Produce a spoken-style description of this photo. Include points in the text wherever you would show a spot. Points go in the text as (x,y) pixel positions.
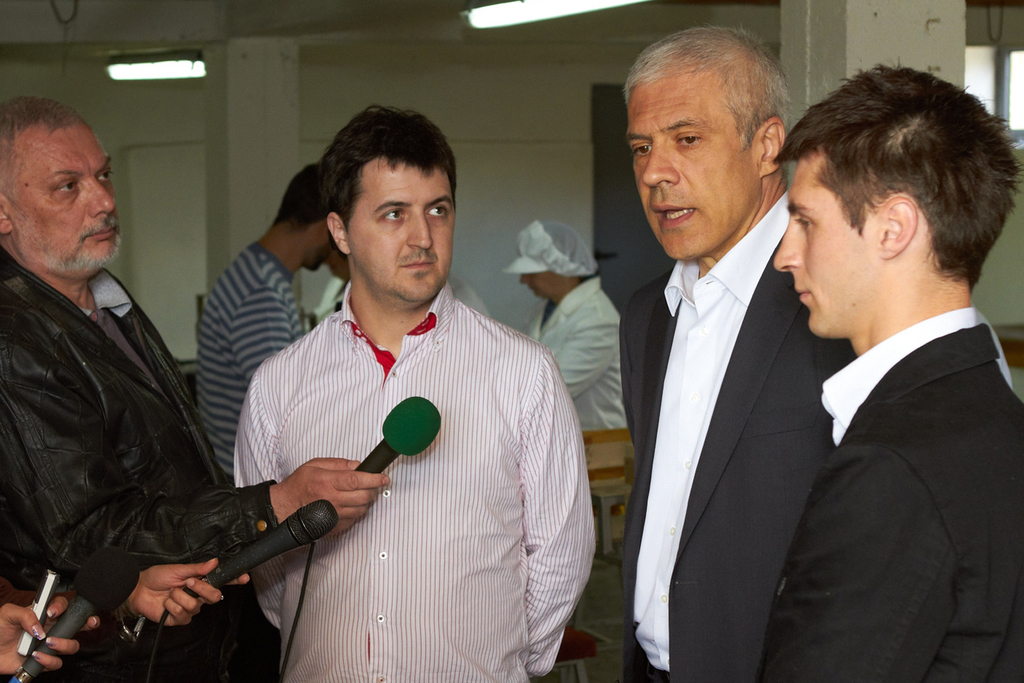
In this picture we can see four men (314,357) in focus where one (181,480) is holding mic (418,425) in his hand (332,467) and in middle (636,315) person (691,284) wore blazer (663,299) and talking and beside to him two (839,332) are looking at him and in background (540,116) we can see some persons (581,314), wall (351,82), light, pole (929,50), pillar (872,64), window (1005,103).
